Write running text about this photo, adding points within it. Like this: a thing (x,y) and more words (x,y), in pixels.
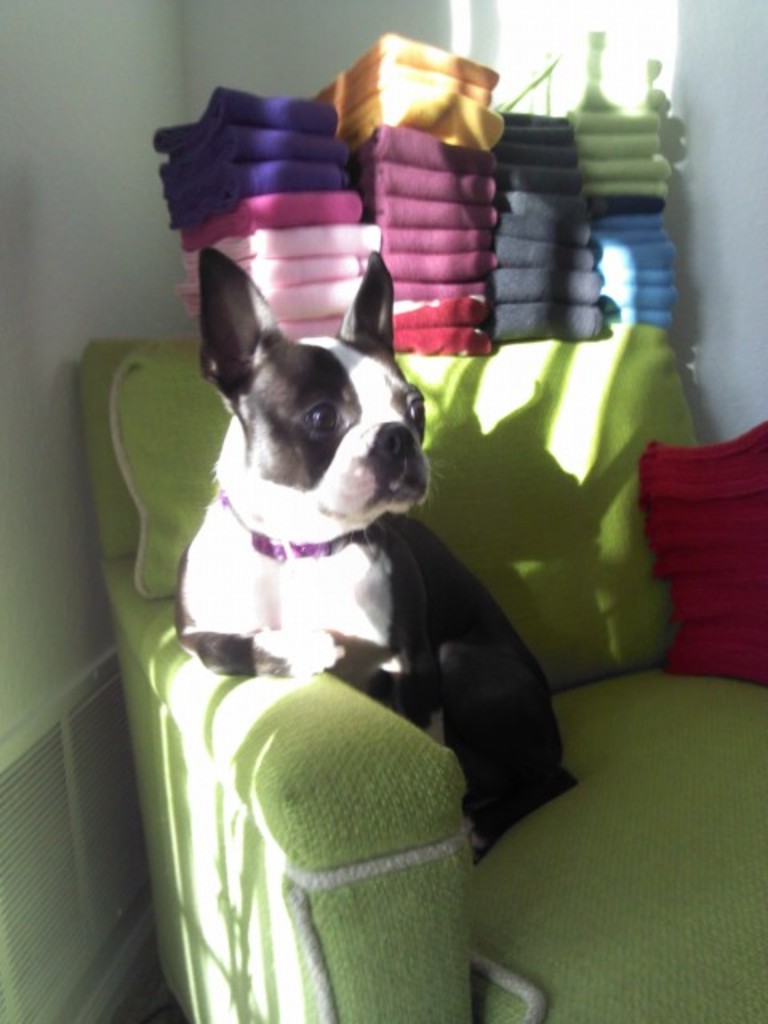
In this image i can see a dog (307,611) sitting on the couch (580,789). In the background (467,271) i can see few towels (428,229) and the wall (83,76).
